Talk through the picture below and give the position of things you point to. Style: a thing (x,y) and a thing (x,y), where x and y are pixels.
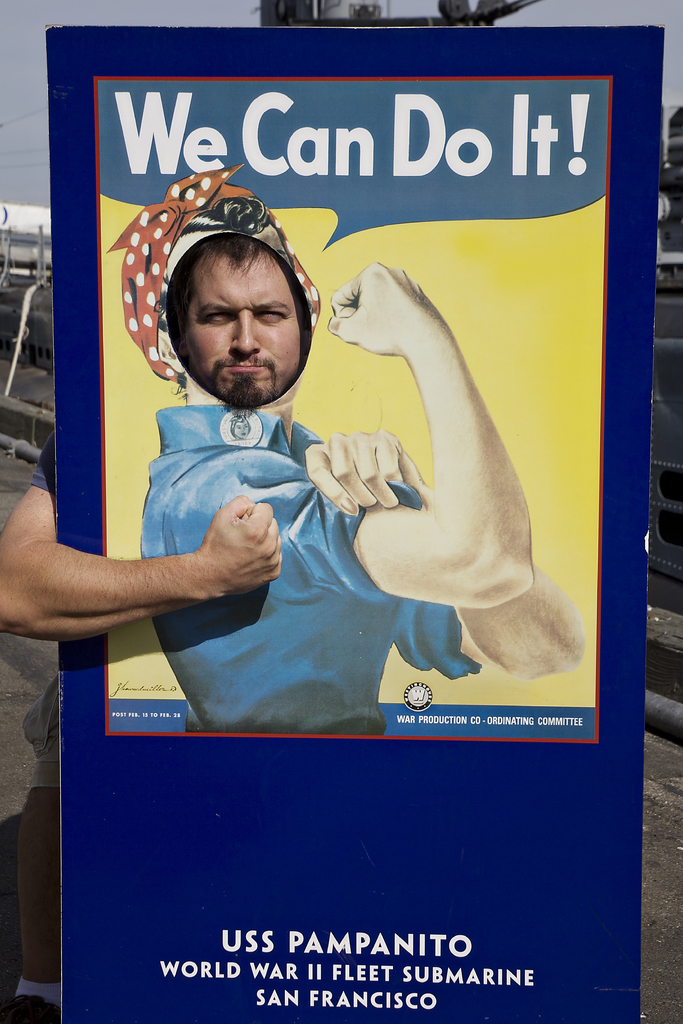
In this image we can see a man (218,576) holding an advertisement board (261,804). In the background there is sky (39,87).
